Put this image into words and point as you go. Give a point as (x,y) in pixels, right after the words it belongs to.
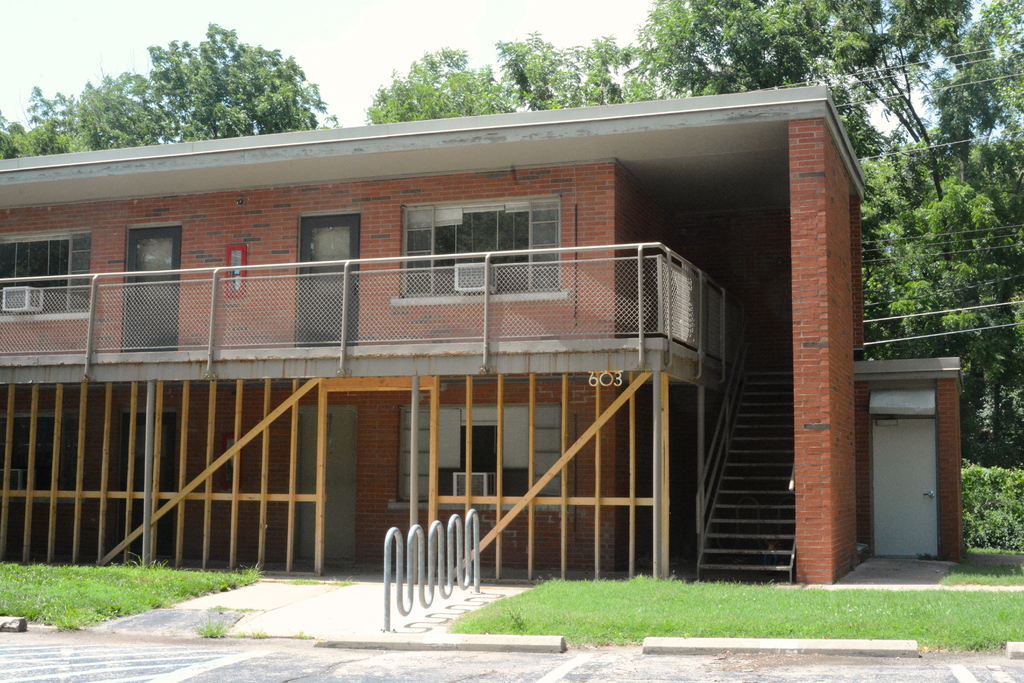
In this image, we can see a building (632,368), brick walls (388,400), railing (385,334), wooden objects (542,481), poles (660,528), stairs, windows (422,490) and doors (137,433). At the bottom (959,616), we can see walkway (279,595) and grass (547,599). Background (1007,138) we can see so many trees (961,176) and sky (506,26). On the right side of the image (914,193), we can see wires (907,66) and plants (967,511).
